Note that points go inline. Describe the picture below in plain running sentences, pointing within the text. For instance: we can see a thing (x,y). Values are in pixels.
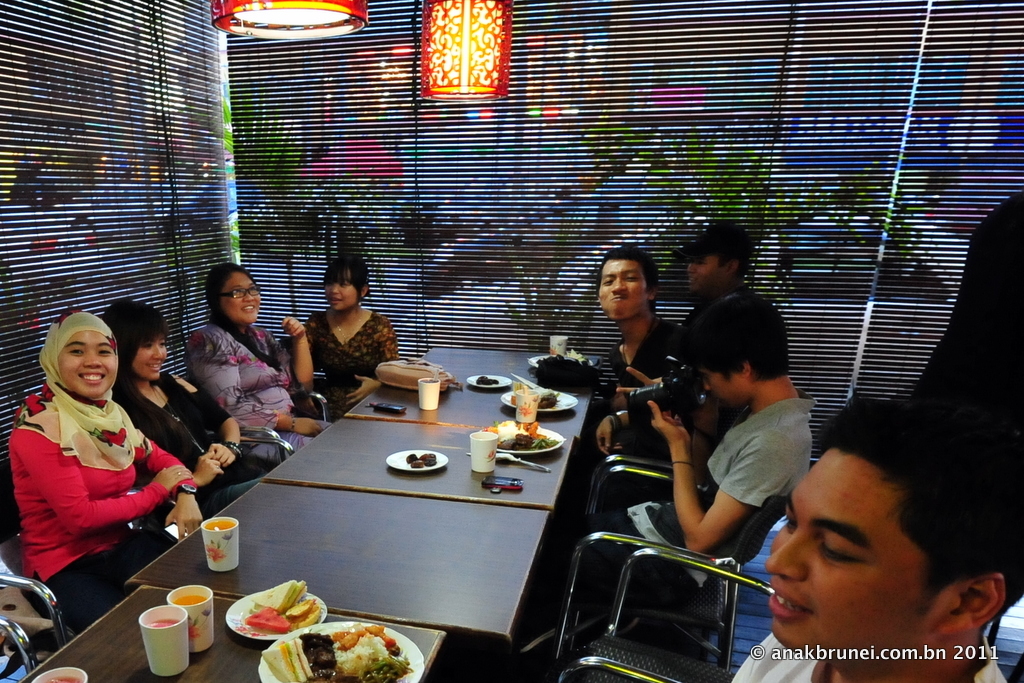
In the foreground of this image (743,491), there are people (696,432) sitting on the chairs (704,663) in front of a table (497,547) on which there are cups (162,667), platters (397,459) with food (517,446), spoons (526,462), bag (409,371) and mobile phones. Behind them, there is window blind (510,184) and lanterns (438,25) at the top (388,4). In the background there are vehicles (567,234) moving on the road (523,259).
